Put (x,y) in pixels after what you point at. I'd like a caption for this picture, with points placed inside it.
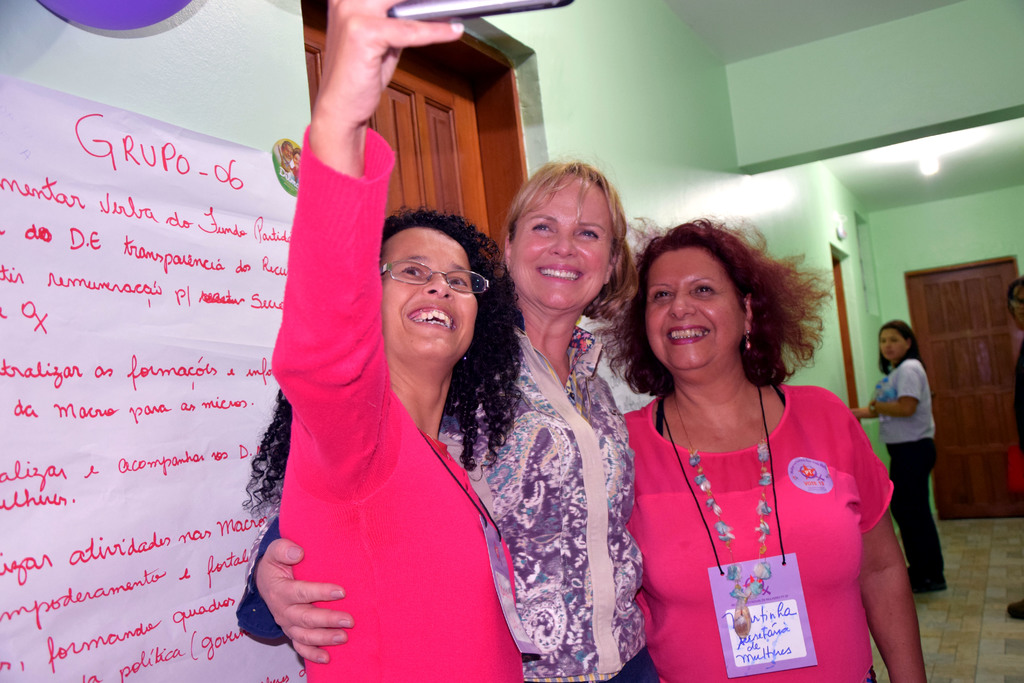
In this image we can see there are people (556,363) standing on the floor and holding an object (418,12). And at the side, we can see the poster (169,566) with text (185,309) attached to the wall (251,103). There are doors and at the top (923,153) we can see the light (927,166).
